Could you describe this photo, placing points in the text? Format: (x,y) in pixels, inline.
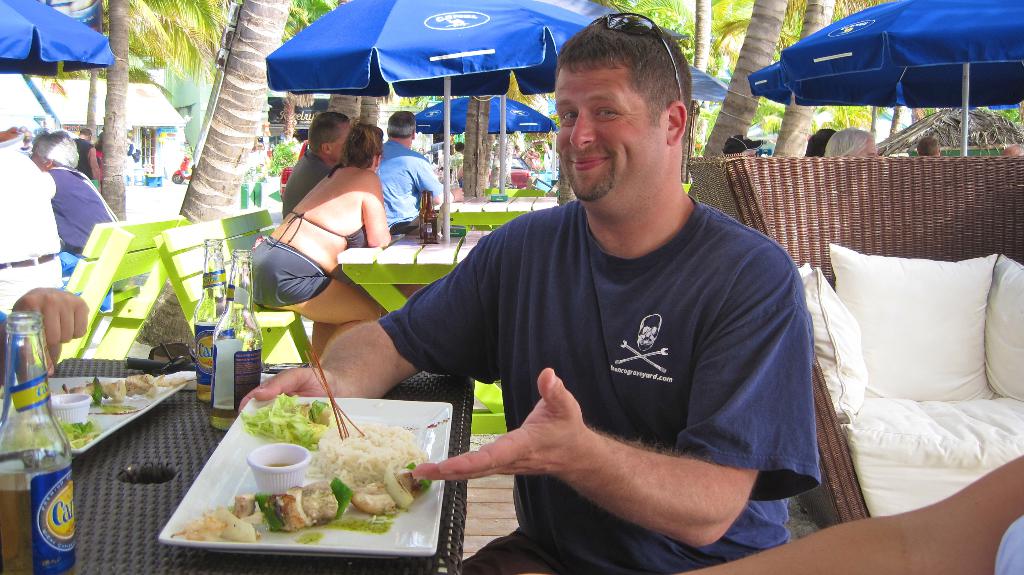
There is one man (680,374) sitting and showing a plate (434,481) as we can see at the bottom of this image (419,446). We can see trees (225,118), umbrellas (521,132) and other people (286,229) in the background (846,148). We can see pillows (950,402) on the right side of this image (960,331). There are bottles (31,446) and food items (71,428) are kept on a table (163,496) as we can see in the bottom left corner of this image (115,524).
